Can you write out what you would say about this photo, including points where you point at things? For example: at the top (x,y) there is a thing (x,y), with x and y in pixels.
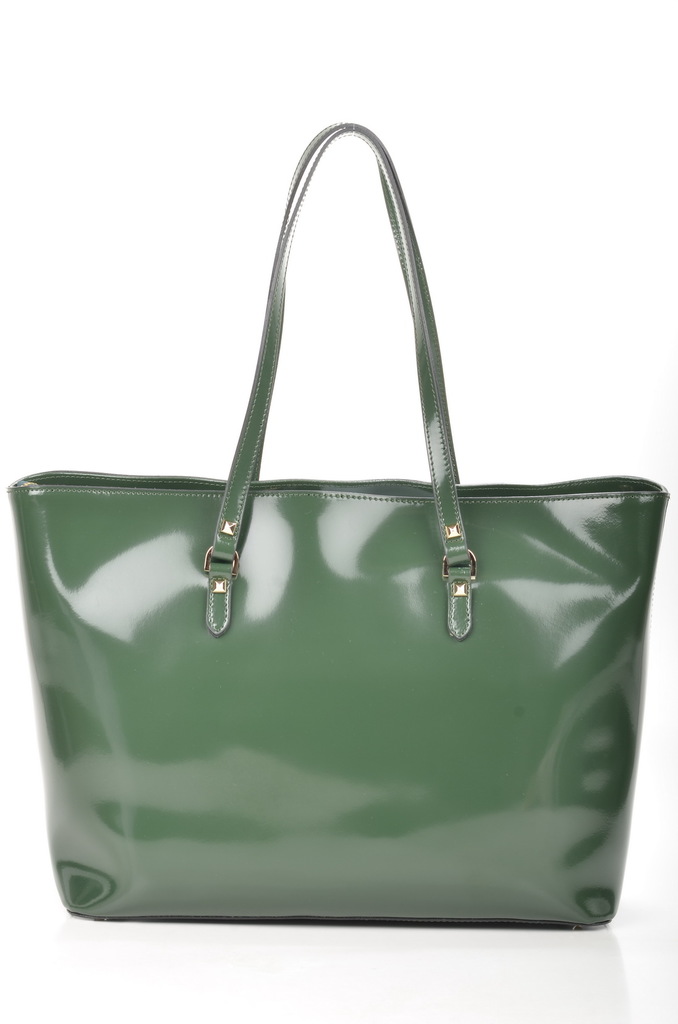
A green bag (294,487) with a handle (266,358) is on the image.
